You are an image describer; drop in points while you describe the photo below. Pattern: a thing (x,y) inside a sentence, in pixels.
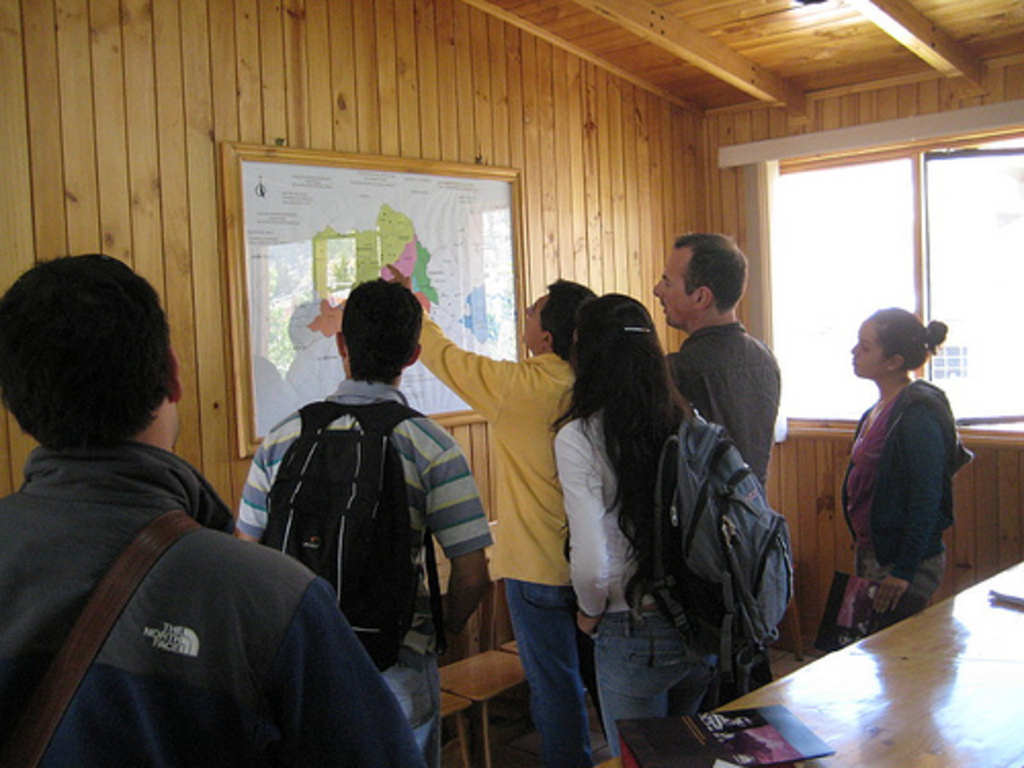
In this image I can see number of people (558,467) are standing and I can see few of them are carrying bags (429,558). In the background (1021,235) I can see few stools (446,719), a window (827,211), a map (433,212) over here and here I can see a black colour thing (644,745).
